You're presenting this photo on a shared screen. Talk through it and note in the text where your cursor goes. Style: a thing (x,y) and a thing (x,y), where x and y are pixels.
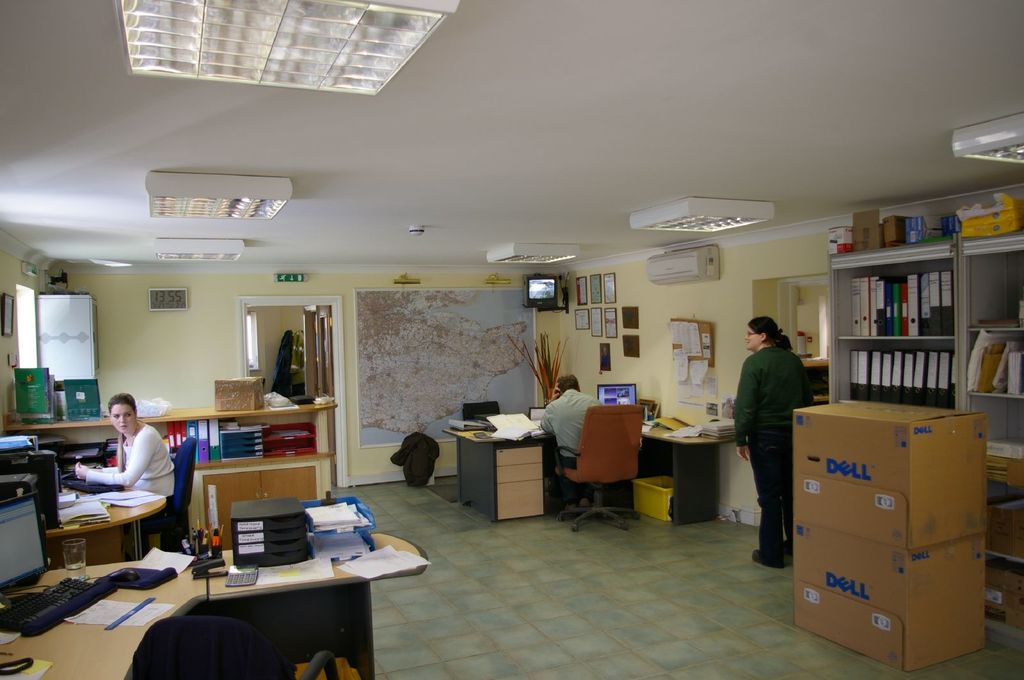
In this image there are three persons (788,474) two of them are sitting and doing their work and one lady person (754,330) standing at the right side of the image (768,352).
